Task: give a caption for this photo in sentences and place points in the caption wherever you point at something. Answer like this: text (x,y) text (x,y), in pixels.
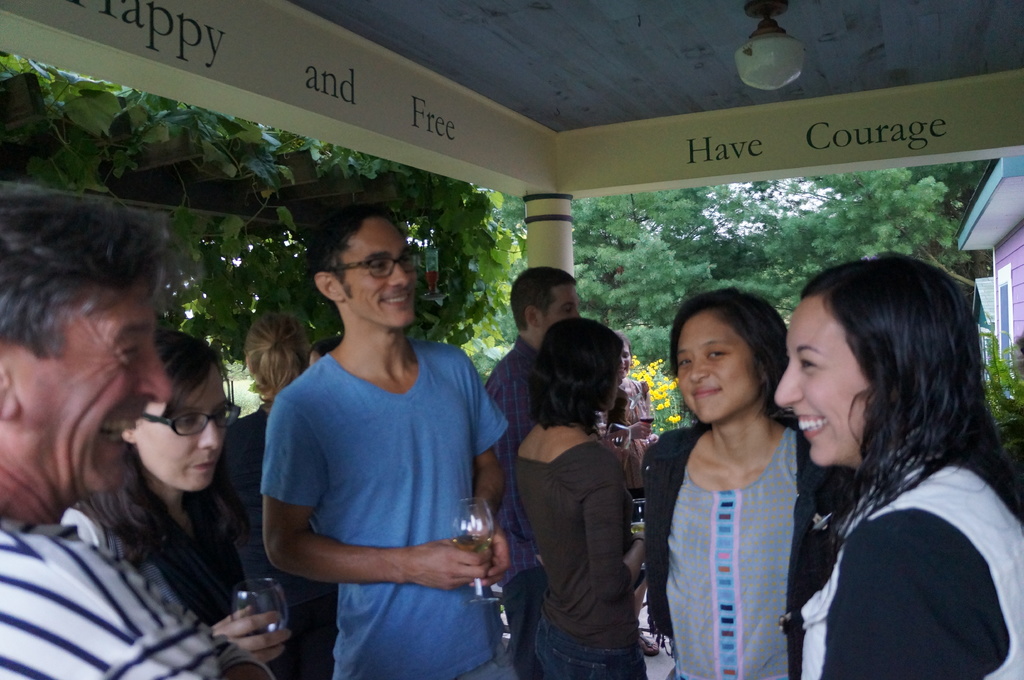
In the image there are a group of people (618,412), most of them are holding glasses (468,527) with their hands (468,557) and they are standing under a roof (538,80), in the background (703,231) there are many trees (945,254).
